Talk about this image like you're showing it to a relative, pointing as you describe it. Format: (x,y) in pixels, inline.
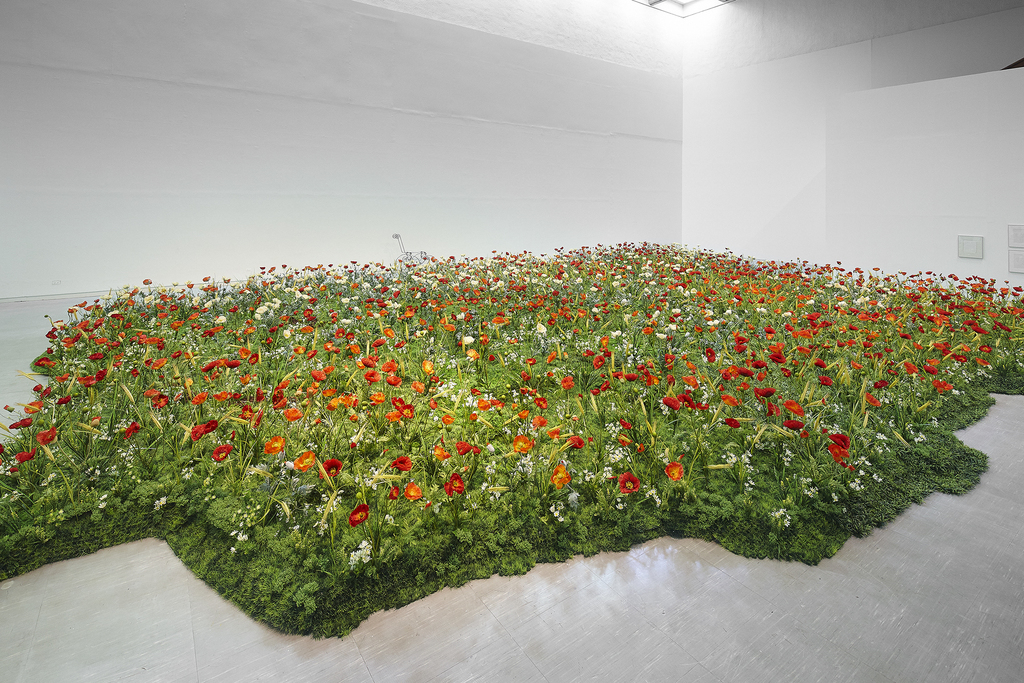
In this picture I can see many flowers (539,425) on the plants (488,452). At the top (680,21) I can see the light beam (672,9) on the roof (696,31). On the right (1015,258) I can see the frame (979,248) which are placed on the wall (851,203).
